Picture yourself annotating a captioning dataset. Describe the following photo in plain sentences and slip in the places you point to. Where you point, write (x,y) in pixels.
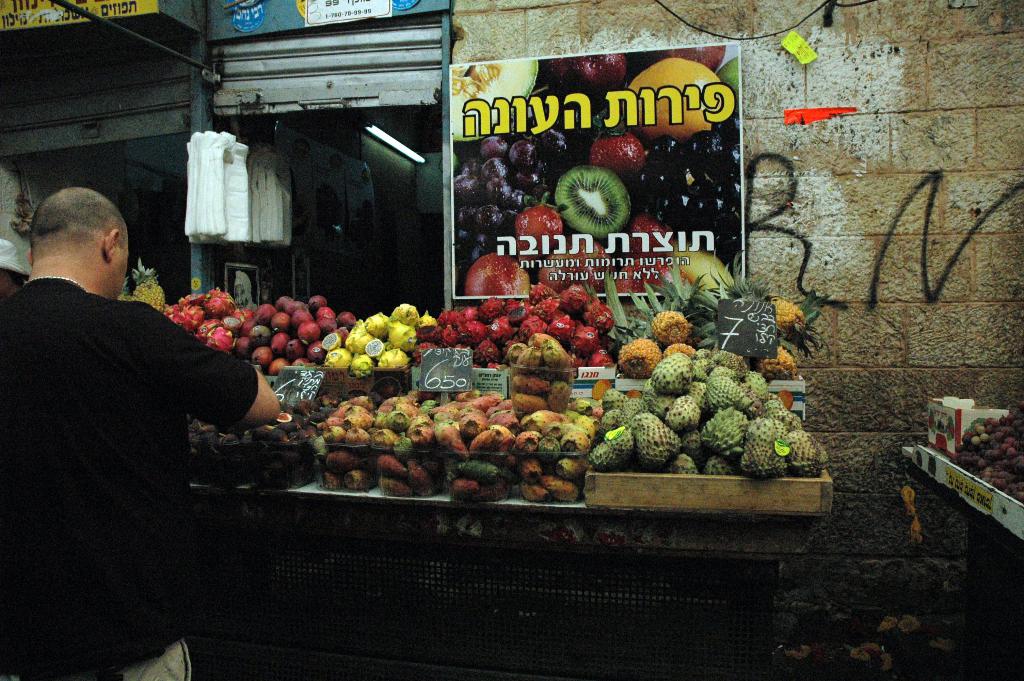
In this picture we can observe some fruit stalls (505,383). We can observe different types of fruits (459,322) placed in the boxes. There is poster (571,173) on the wall (641,28). The wall (805,98) is in cream and white color. In front of the stall (332,389) we can observe a man (98,404) standing. On the left side (197,179) there are white color covers (217,162) and a shutter (293,91).
